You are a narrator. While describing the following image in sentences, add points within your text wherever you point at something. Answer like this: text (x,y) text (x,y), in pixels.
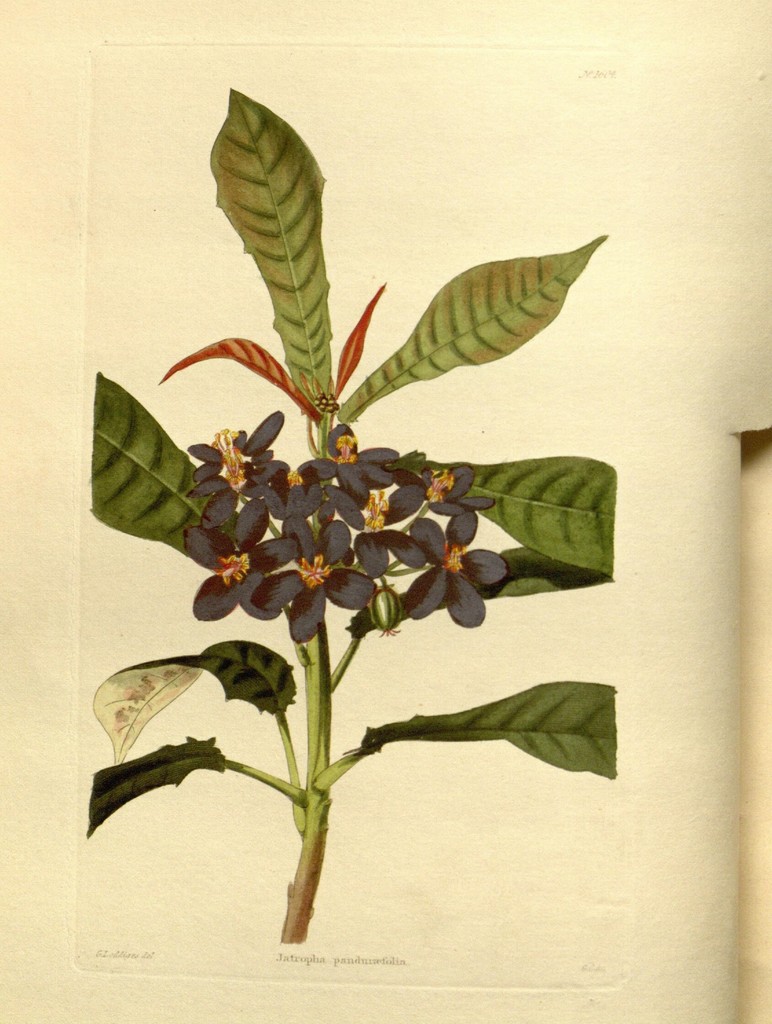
In this picture there is a paper (654,412) and on the paper (503,392) there is a plant (352,572). And there is some text (303,958) written at bottom of the paper (334,947).
